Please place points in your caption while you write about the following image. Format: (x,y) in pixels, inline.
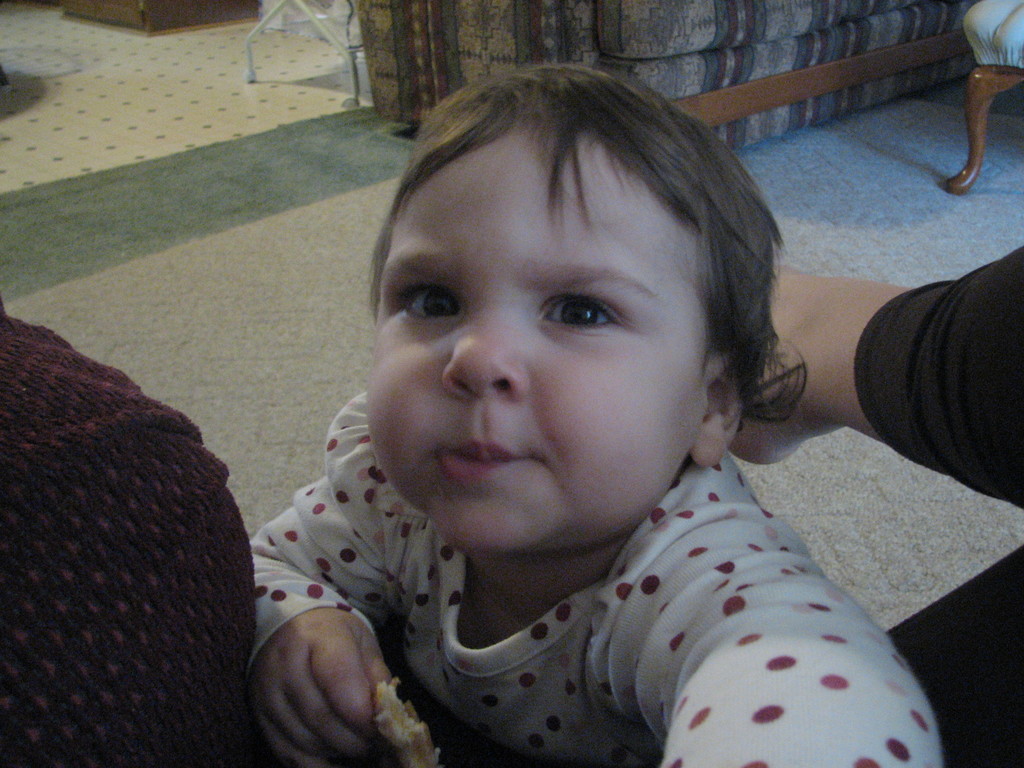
In this image I can see the baby (750,636) and the baby (718,685) is wearing white color shirt (780,650). In front (162,686) I can see some object (85,624) in maroon color, background (851,30) I can see the couch (642,20) and the table (980,85).
